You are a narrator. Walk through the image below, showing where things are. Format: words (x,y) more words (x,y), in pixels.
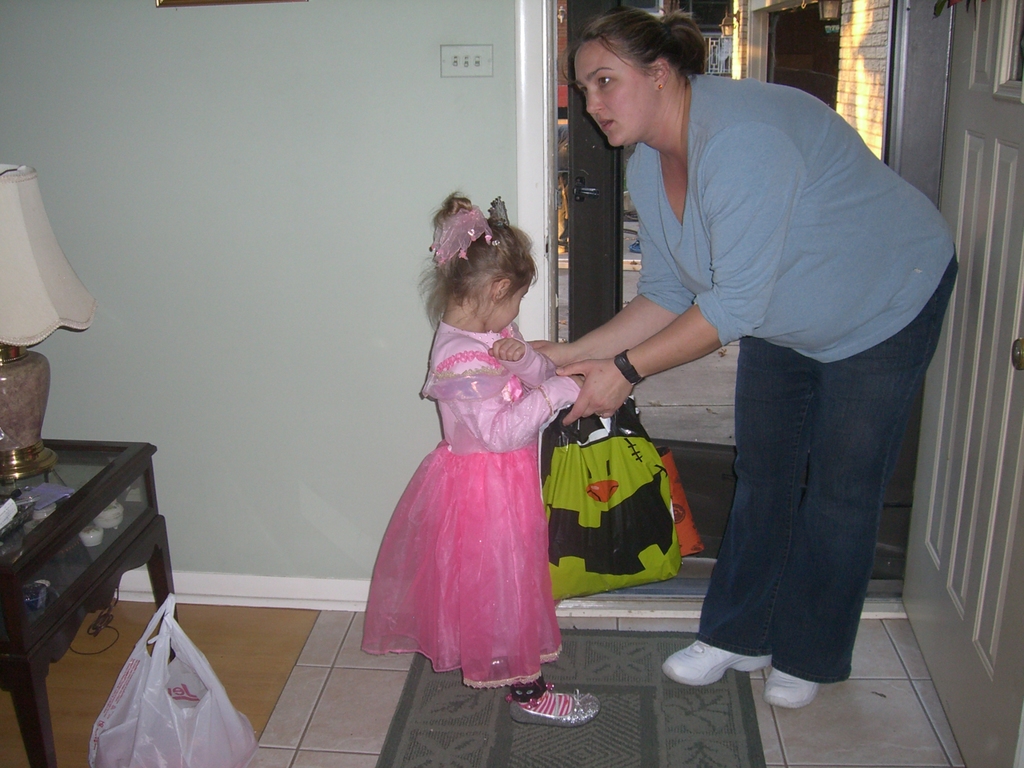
in the picture a woman (715,272) and a girl (442,491) standing opposite to each other the woman (875,407) carrying carry bag (632,409).
